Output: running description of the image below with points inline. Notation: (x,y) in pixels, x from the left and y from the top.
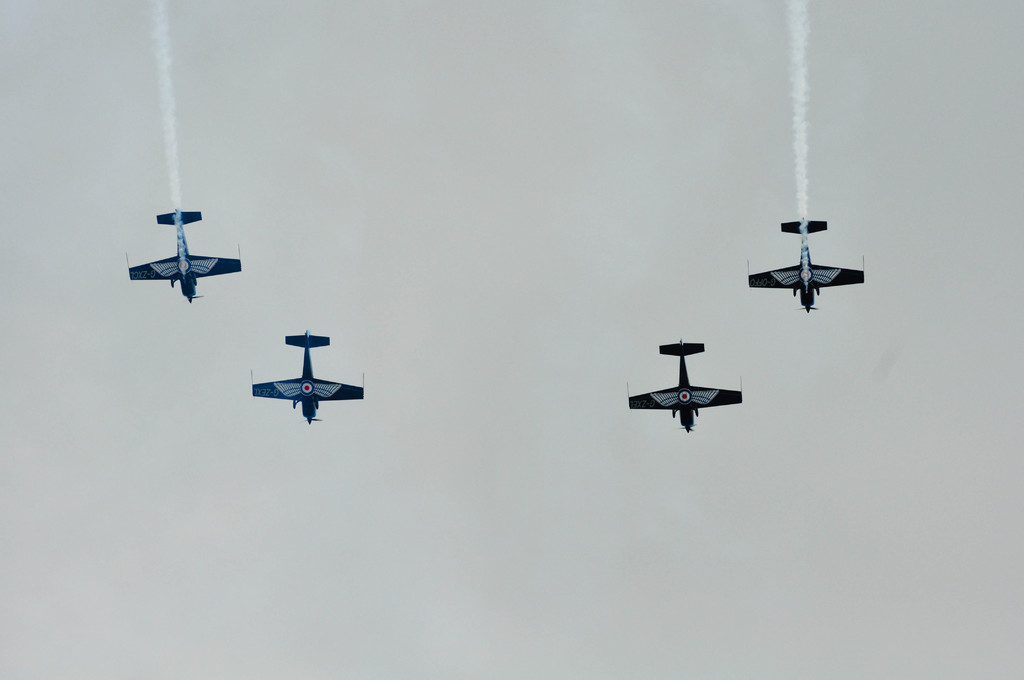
In this image we can see four planes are flying in the air (286,499) and we can see smoke (159,44).
